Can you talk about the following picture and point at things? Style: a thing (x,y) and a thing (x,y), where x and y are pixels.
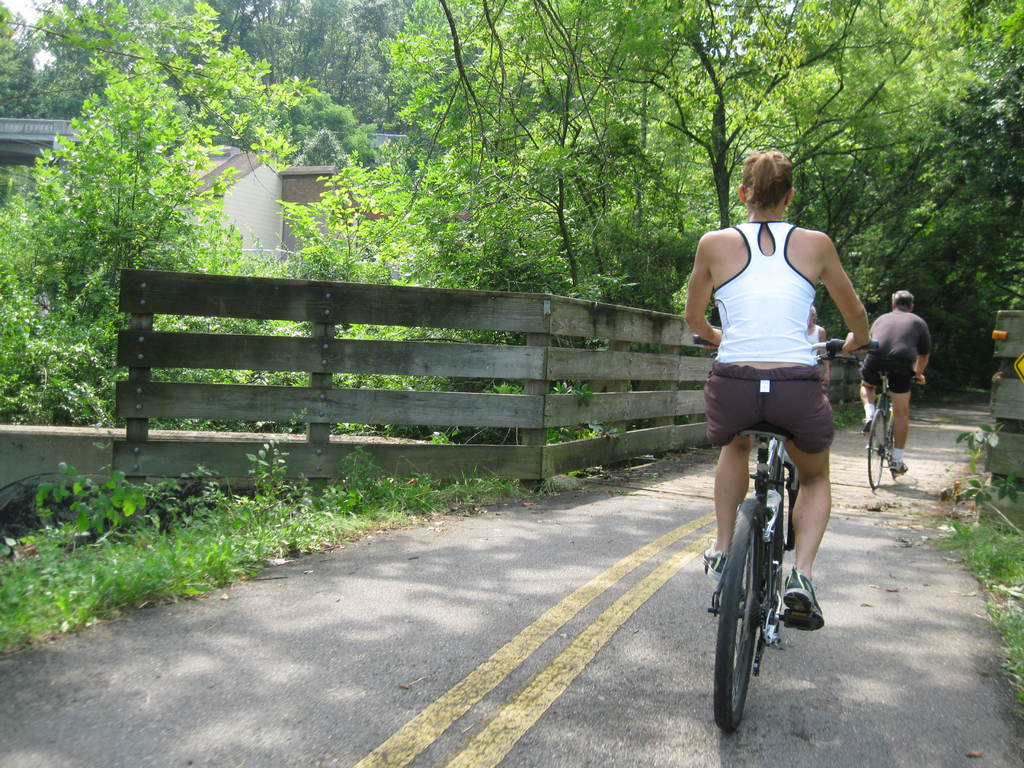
In this picture we can see man (911,299) and woman (738,343) riding bicycles (778,452) on road (619,616) and aside to this road (633,506) we have wooden fence (419,446) and in background (180,174) we can see some building (243,168), trees (423,108).
